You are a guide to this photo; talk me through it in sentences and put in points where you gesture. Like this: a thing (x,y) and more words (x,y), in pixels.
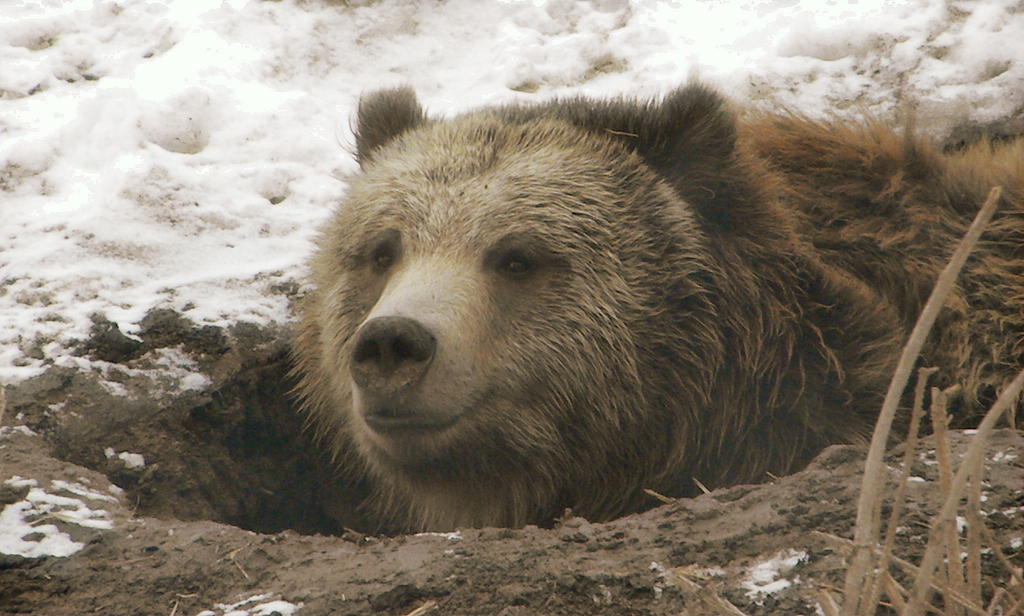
This image consists of a bear (549,284). It is in brown color. At the bottom (103,430), there is ground (198,489). On which we can see the snow (210,104). On the right (947,551), there are stems (876,580) of a plants (866,523).
